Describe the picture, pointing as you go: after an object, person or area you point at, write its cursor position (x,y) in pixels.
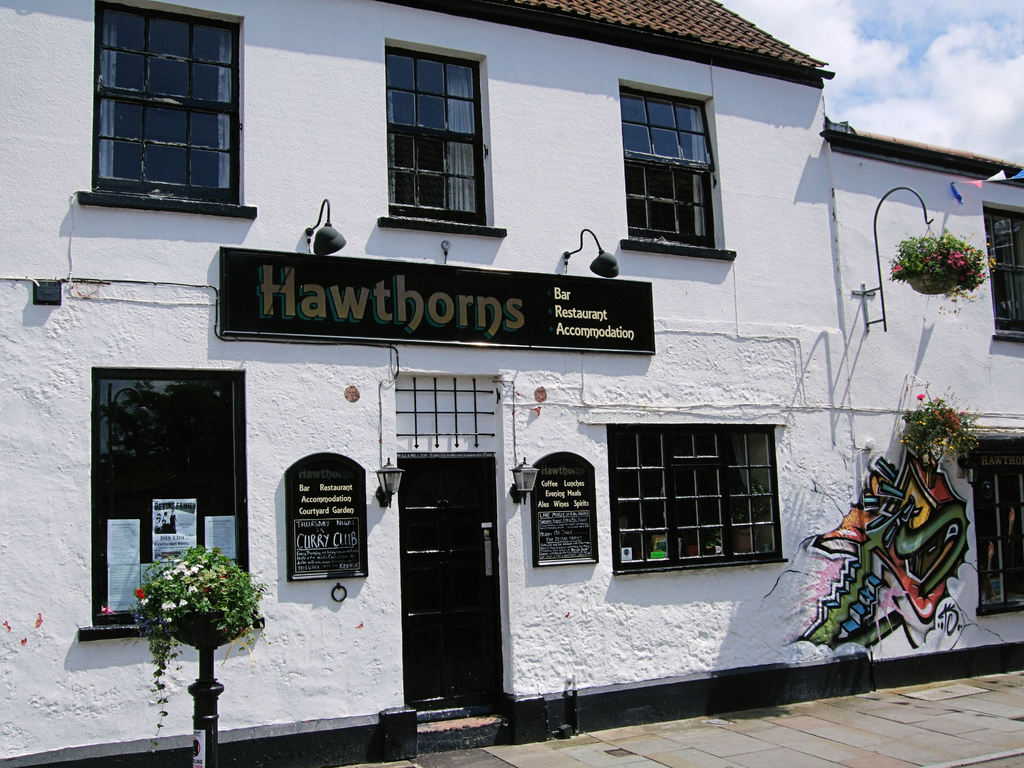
In this picture I can see the hoarding (458,324). I can see the plants (917,273). I can see glass windows (764,518). I can see the door (473,513). I can see clouds (1009,29) in the sky (958,53).
